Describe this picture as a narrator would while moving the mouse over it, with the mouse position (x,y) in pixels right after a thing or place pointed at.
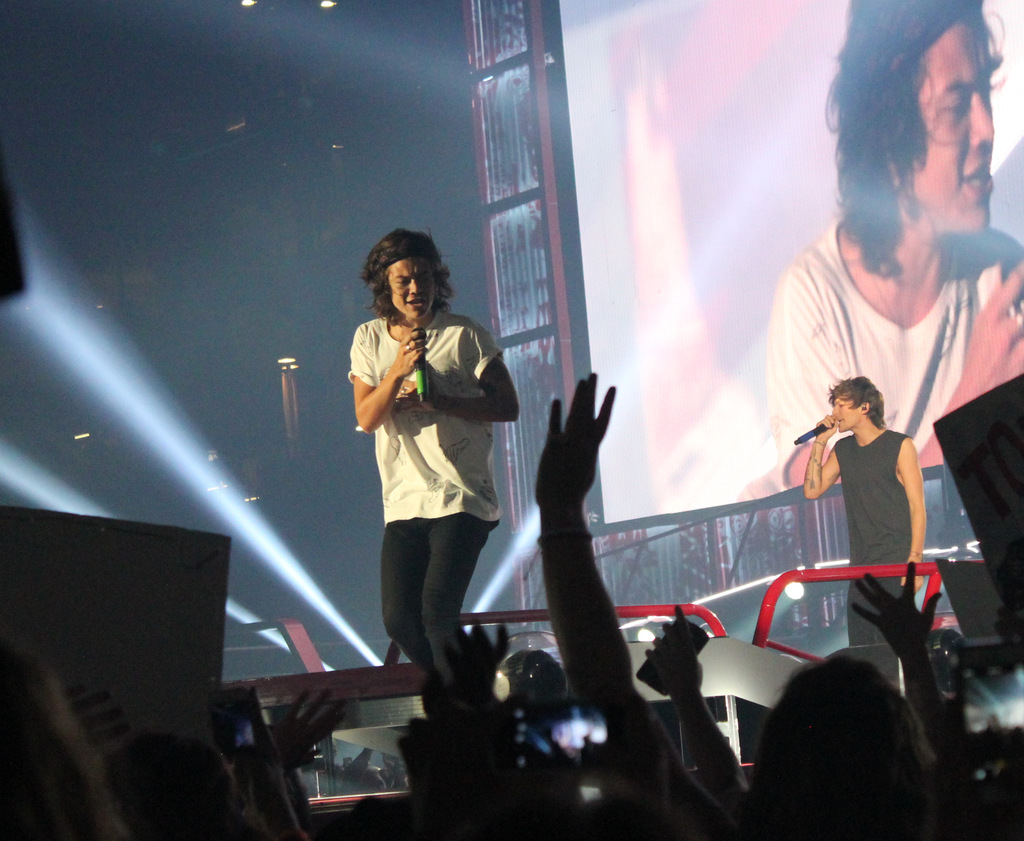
The picture is clicked in a musical concert where a white shirt guy (426,551) is singing with mic (412,339) in his hand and there are spectators (206,786) viewing him. In the background (888,479) we find a black shirt guy (863,486) singing and there is a screen (679,204) which is attached to the wall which displays the photograph (656,110) of the guy (415,295) singing over here.
